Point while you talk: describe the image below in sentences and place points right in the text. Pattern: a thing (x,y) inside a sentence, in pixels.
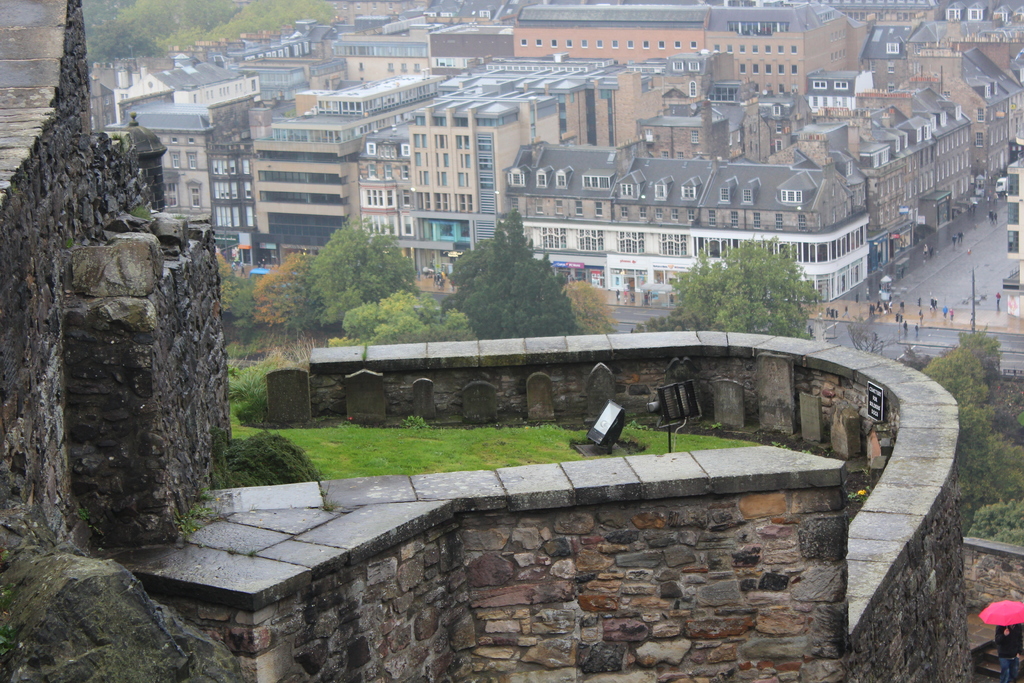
In this image I can see the grass (445,446). I can see the trees (519,316). In the background (600,126), I can see the buildings (588,76). I can see some people (932,300) on the road (938,282).
